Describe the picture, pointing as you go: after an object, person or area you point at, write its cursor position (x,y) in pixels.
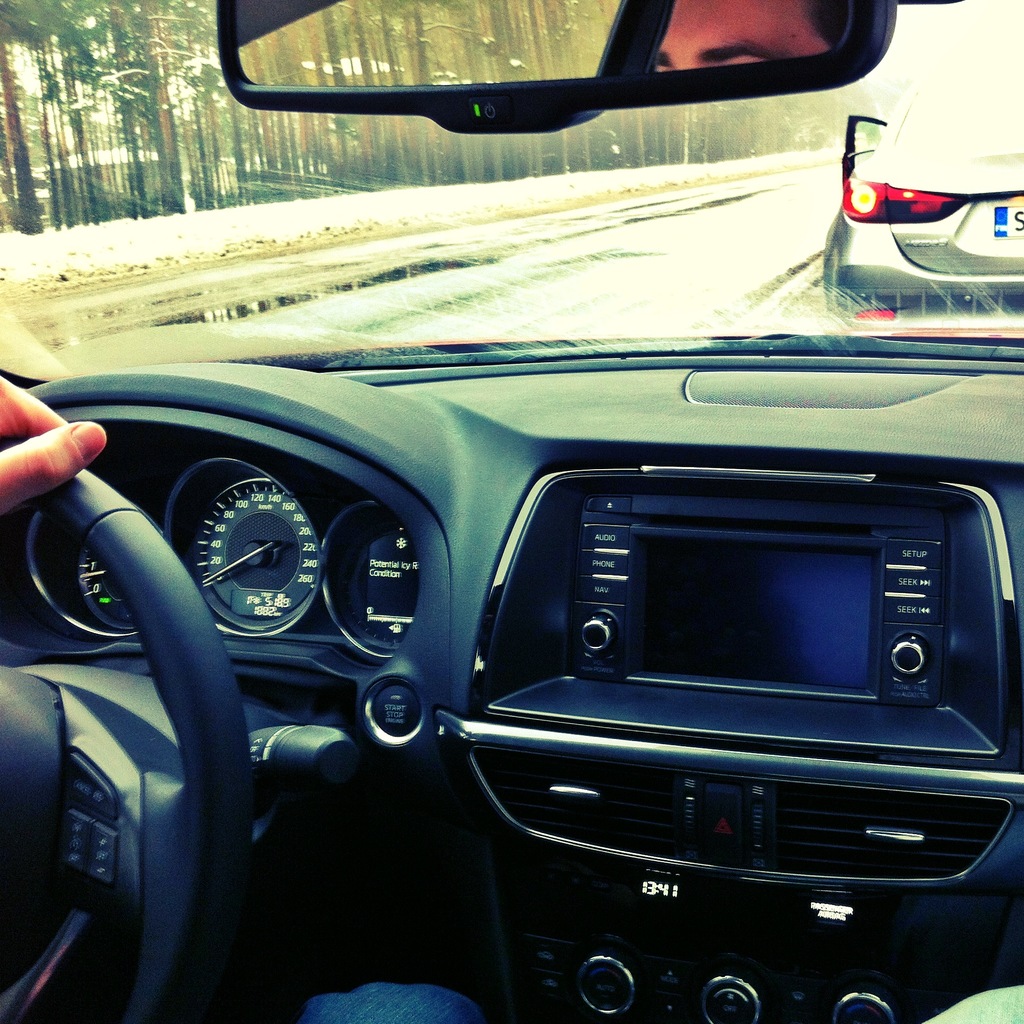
In this picture I can see the inside view of a vehicle (731,431), there are fingers (43,455) of a person (58,459) on the steering (200,667), there is a reflection (808,50) of the forehead (747,14) of a person (759,6) in the mirror (581,95), and in the background (742,161) there is another vehicle (929,181) on the road (595,223), there are trees (214,150) and snow (232,236).
